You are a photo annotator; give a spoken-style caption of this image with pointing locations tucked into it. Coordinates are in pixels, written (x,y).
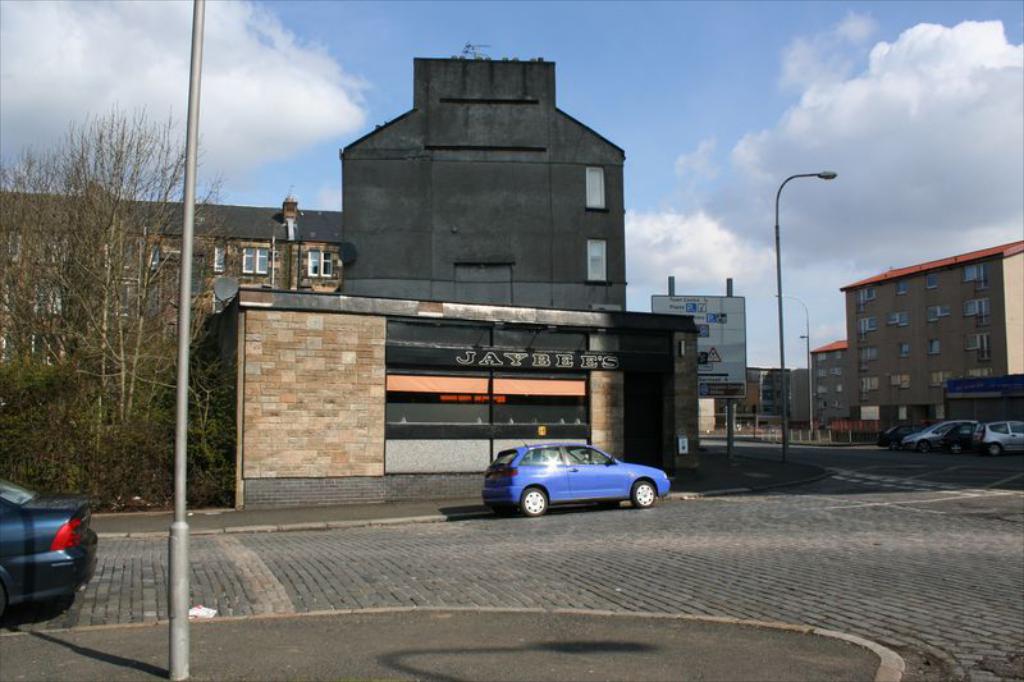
There are cars (608,467) on the road (875,557). Here we can see poles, trees (65,204), buildings (867,388), hoarding (1022,386), boards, and windows (869,323). In the background (927,145) there is sky (668,96) with clouds (869,170).
